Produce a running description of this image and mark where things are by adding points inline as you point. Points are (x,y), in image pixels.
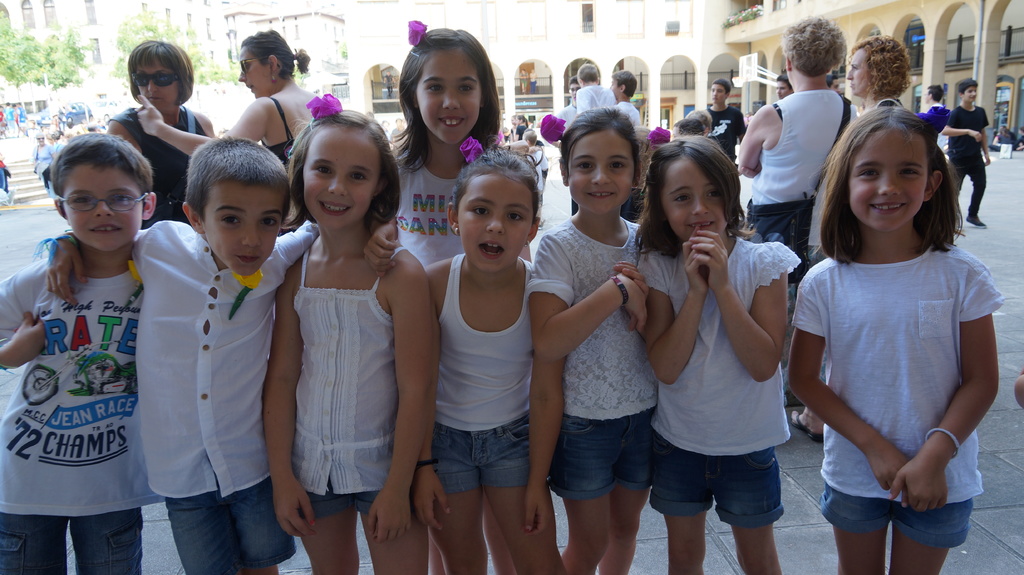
In this picture we can see the girls (445,200) and boys (58,251) who are standing in a line and they are smiling. On the left (263,85) there are two women (171,140) who are wearing goggles (166,81) and black dress (274,153). On the left (13,104) background (40,156) i can see many peoples (48,175) were standing near to the stairs (19,165), cars (84,108) and trees (62,85). In the background (508,112) i can see the buildings (556,34). In the top right (766,80) there is a basketball court (749,79), beside that i can see many people (970,99) were standing.
